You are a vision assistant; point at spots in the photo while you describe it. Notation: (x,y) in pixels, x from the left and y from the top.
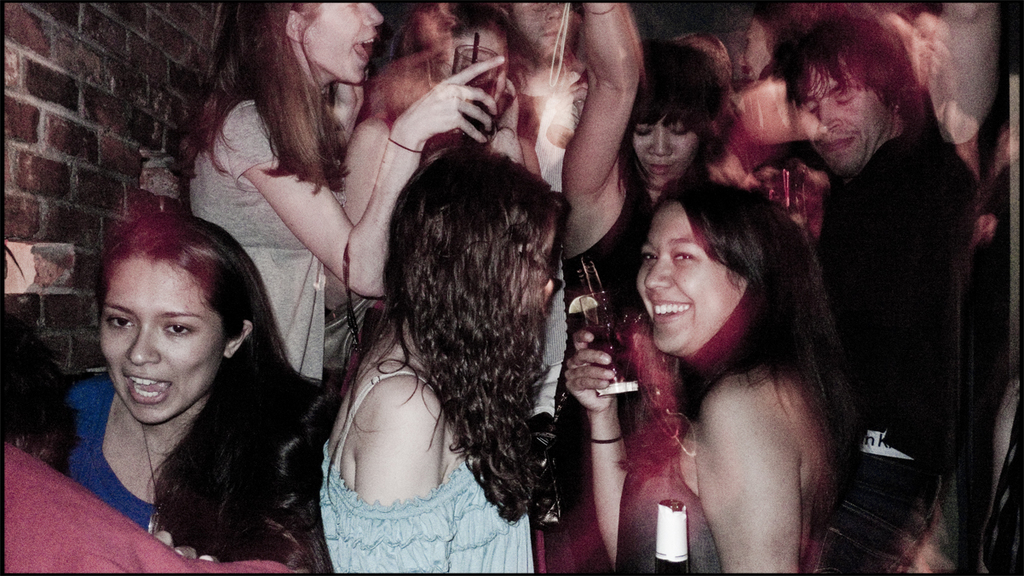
This picture describes about group of people (473,406), few people (480,70) holding glasses (458,54), beside to them we can see a wall (82,114).
